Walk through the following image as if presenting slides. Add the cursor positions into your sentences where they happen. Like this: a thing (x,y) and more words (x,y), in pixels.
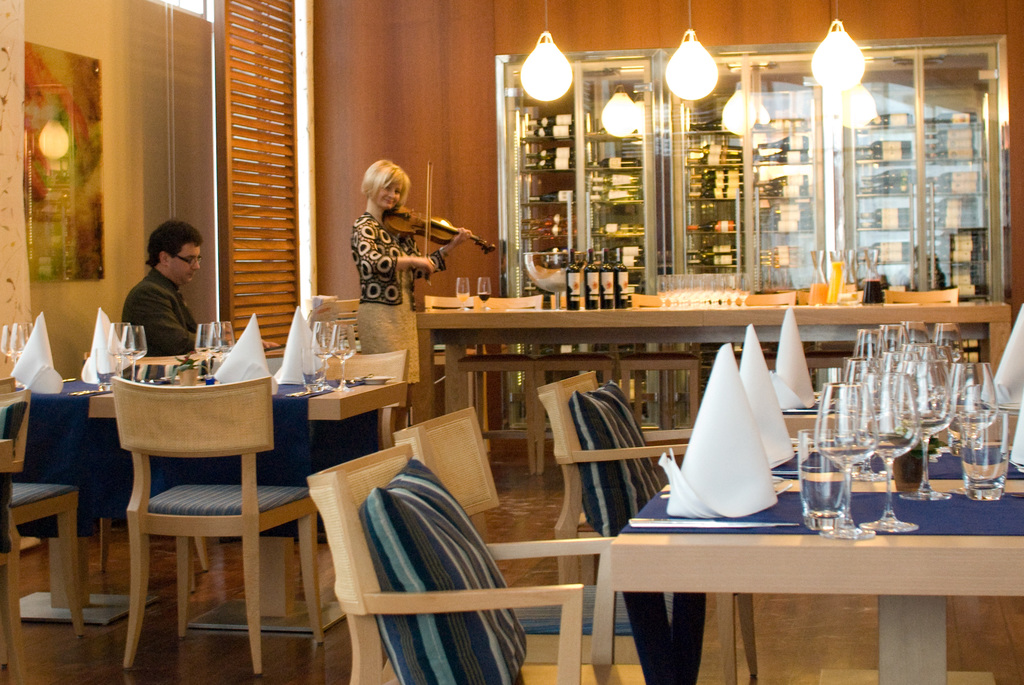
there are dining tables (769,558) in a room (540,584) on which there are blue cloths (957,522). on the tables (908,534) there are glasses (824,470) and white napkins (727,480). there are chairs (570,506) around the tables (327,417) on which there are cushions (416,520). at the left (160,297) a person (161,312) is sitting wearing a suit (177,351). behind him a person (392,284) is standing playing violin (429,228). at the back (573,302) there is a table (491,310) on which there are black glass bottles (618,295) and glasses (727,296). at the back (745,194) there are shelves (745,194) in which there are bottles (897,184). on the top (554,99) there are lights (674,86).
